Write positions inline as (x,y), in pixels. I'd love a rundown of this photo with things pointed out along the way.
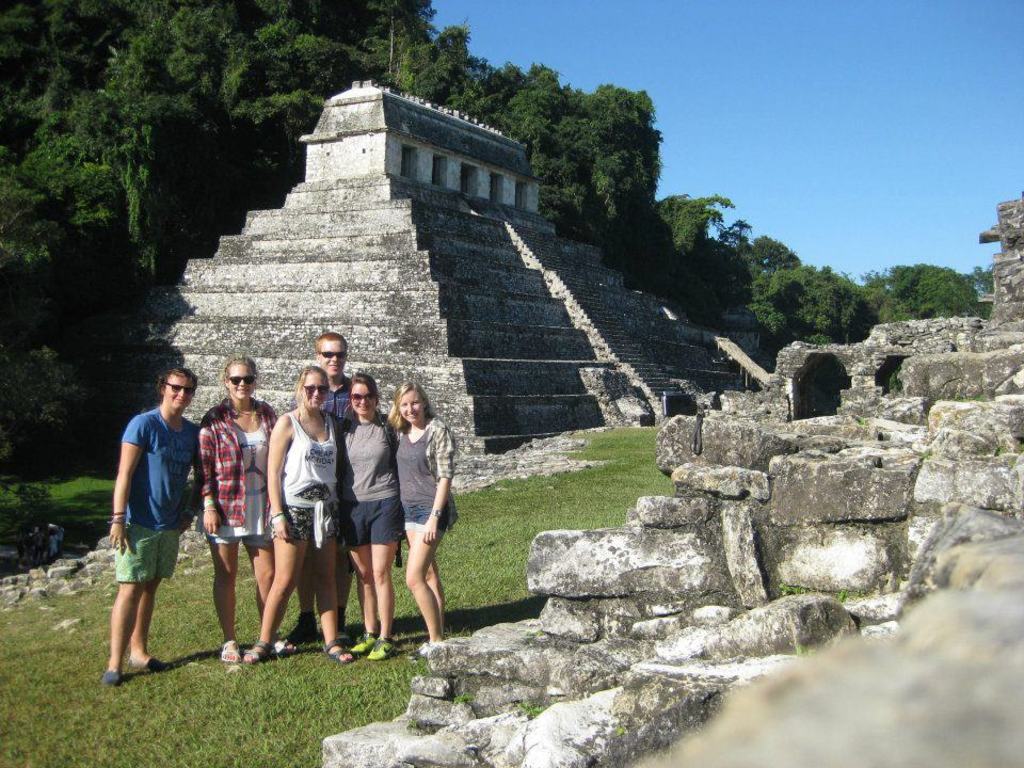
On the left side of the image (232,526) we can see a group of people (342,501) are standing and some of them are wearing goggles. In the center of the image (510,390) we can see a house (508,171) and stairs (615,331). In the background of the image (697,313) we can see the trees (618,209). On the right side of the image (987,747) we can see the rocks (594,572). At the bottom of the image (303,649) we can see the ground (188,714). At the top of the image (853,104) we can see the sky (816,150).
